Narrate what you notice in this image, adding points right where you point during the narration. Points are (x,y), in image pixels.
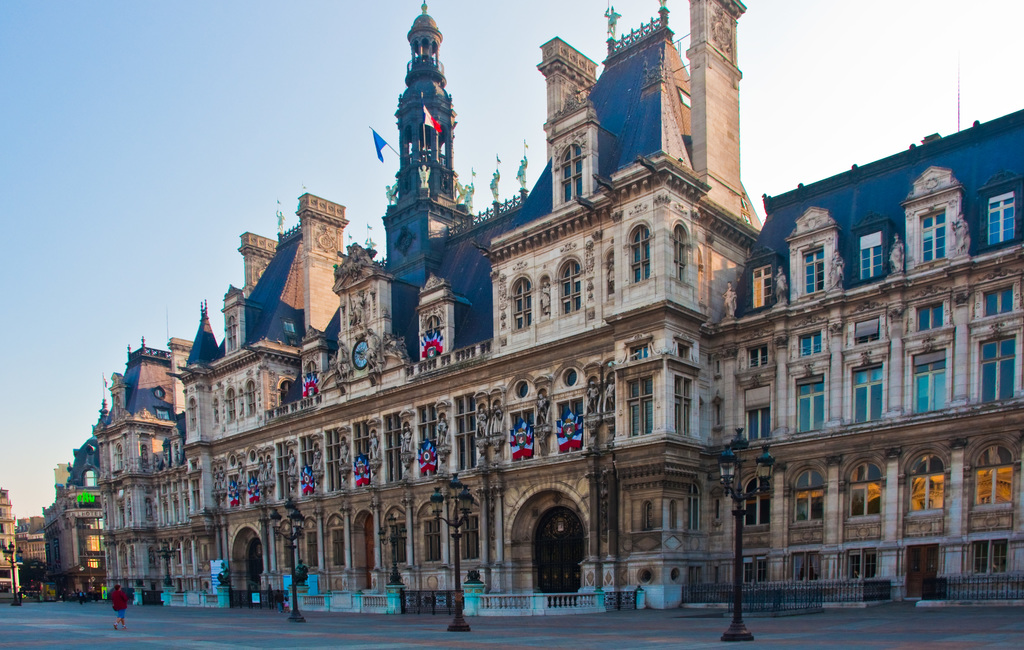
In the center of the image (526,370) there are buildings (327,421). At the bottom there are poles (452,527). In the background (184,113) there is sky (527,110). On the left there is a person (124,610) walking.
